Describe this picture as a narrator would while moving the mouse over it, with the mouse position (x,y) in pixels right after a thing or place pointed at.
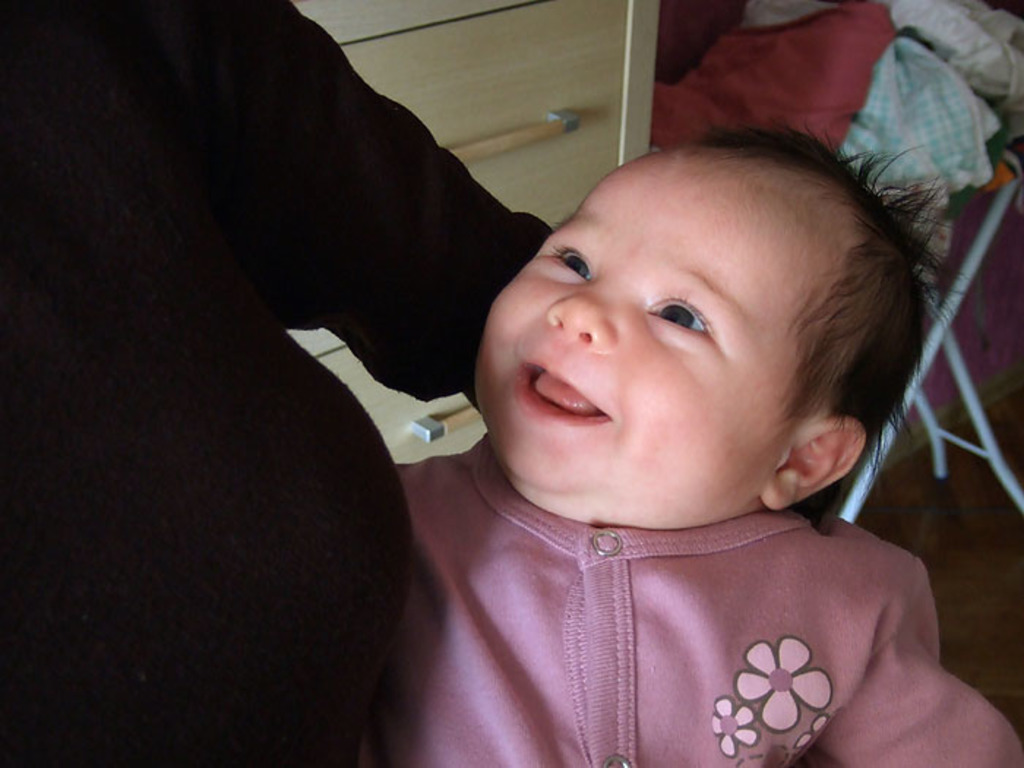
On the left side (105,658), there is a person (85,477) holding a baby (743,243) who is smiling. In the background (532,59), there is a cupboard (509,73) and there are clothes (913,99) on an object (877,471) which is on a floor (972,588).
